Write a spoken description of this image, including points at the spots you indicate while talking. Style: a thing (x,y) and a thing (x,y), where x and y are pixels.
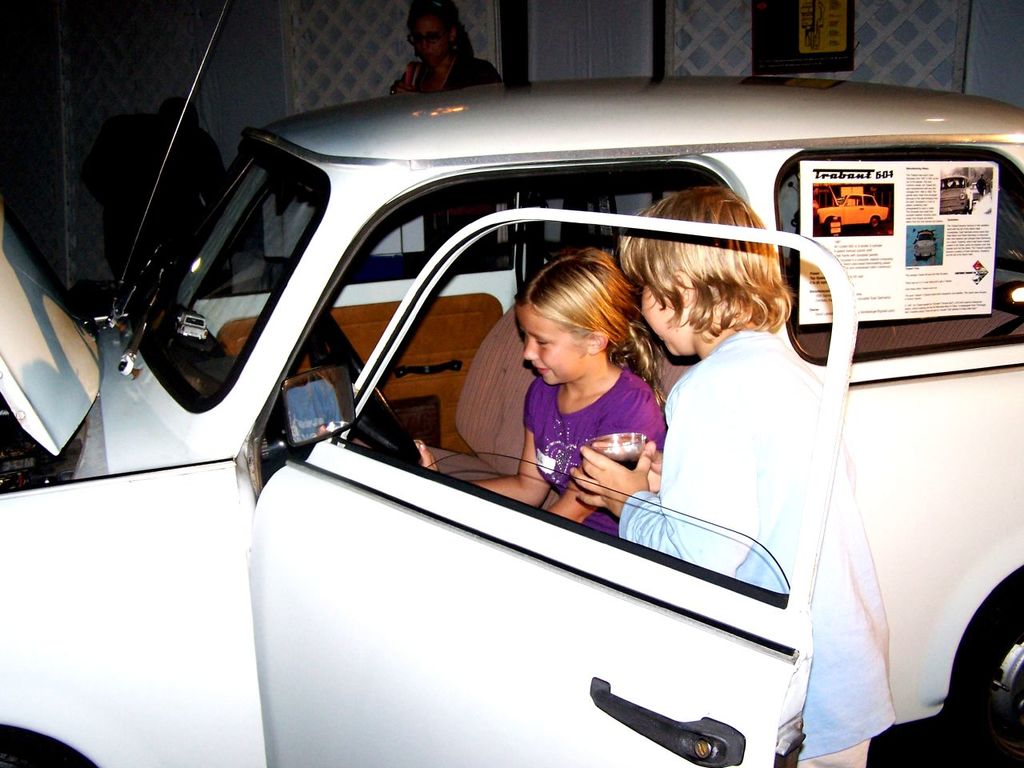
Here we can see a couple of children (611,405) trying to sit in to a car (386,407) present in front of them and there are other people (457,28) also present.
